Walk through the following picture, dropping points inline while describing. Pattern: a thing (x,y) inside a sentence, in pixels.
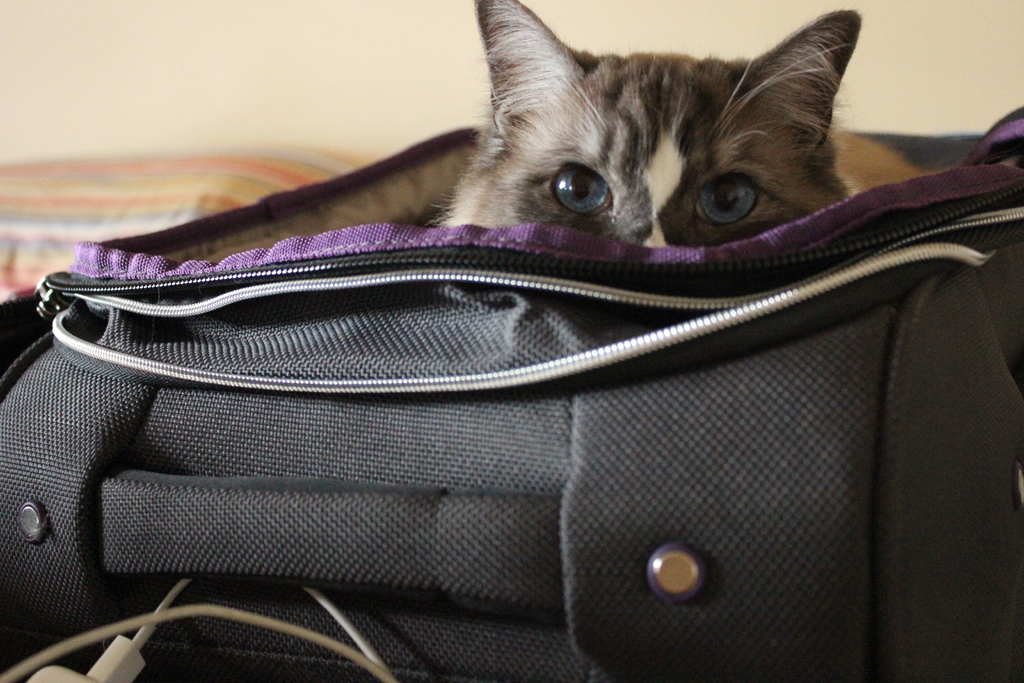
In this image I can see a cat (644,223) in a luggage bag (343,426). There is a white cable (99,666) in the front (390,679). There is a wall (221,48) at the back (242,33).
